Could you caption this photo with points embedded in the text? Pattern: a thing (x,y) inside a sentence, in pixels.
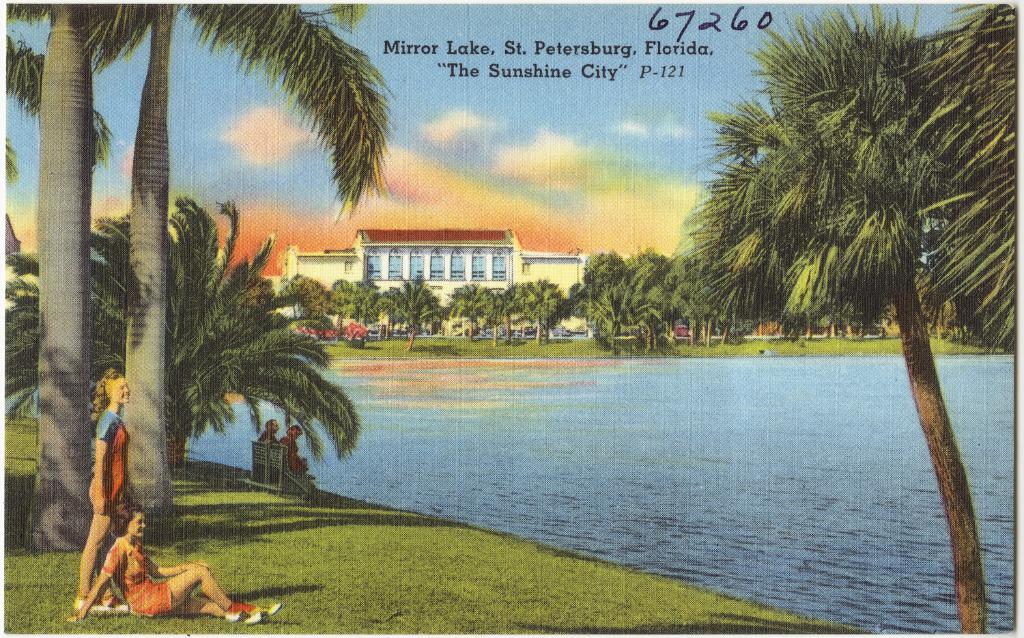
This image is a photograph. In this image there are two woman (138,525) present on the grass (369,570) and two people (291,438) are sitting on the bench (267,468) and enjoying the lake view (600,437). In the background (23,336) there are many trees (84,400). Building (456,276) and a text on the photograph with a number (718,16) is also visible. There is a sky (405,175) with clouds (559,185).
